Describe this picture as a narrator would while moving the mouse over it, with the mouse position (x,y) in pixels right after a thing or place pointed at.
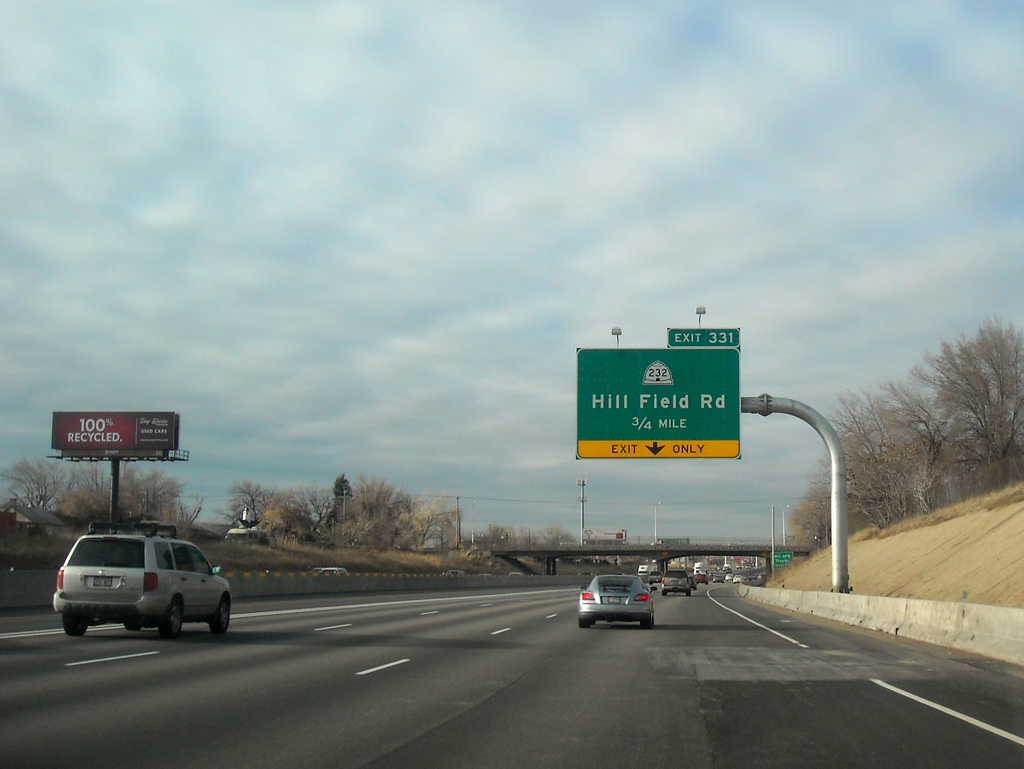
In this image, we can see a road (484,765) in between trees (942,423) and poles (841,495). There is a bridge (635,550) in the middle of the image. There are vehicles (635,613) on the road (243,640). In the background of the image (526,440), there is a sky (832,189).
